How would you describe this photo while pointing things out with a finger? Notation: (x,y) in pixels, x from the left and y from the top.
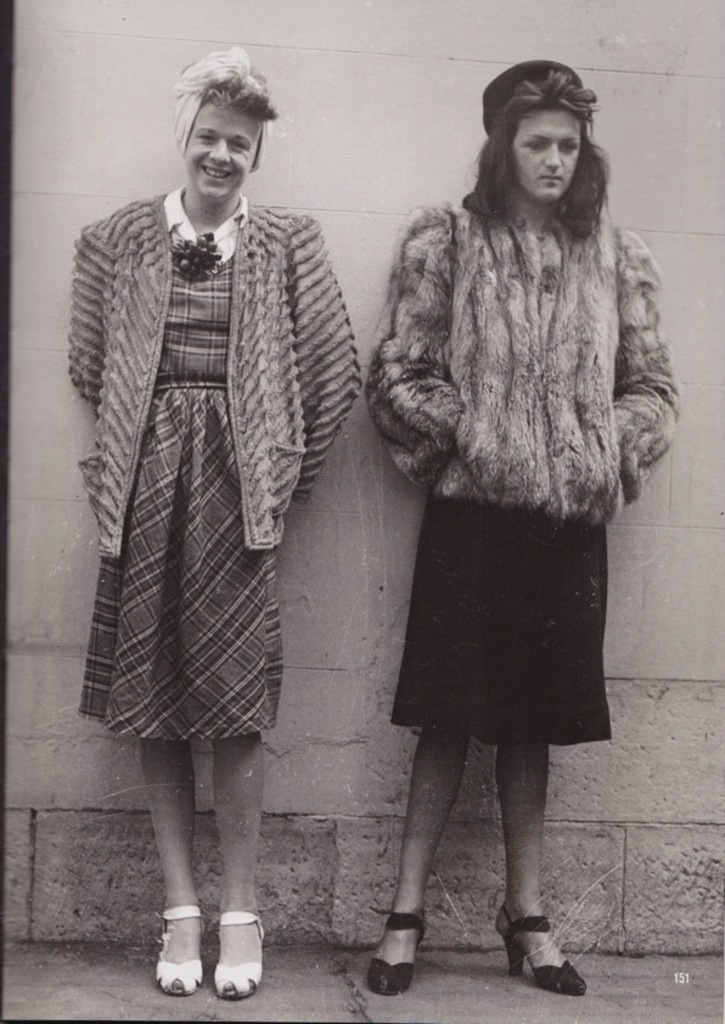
In the image two women (389,920) are standing and one of them is smiling. Behind them there is a wall (93,67).
